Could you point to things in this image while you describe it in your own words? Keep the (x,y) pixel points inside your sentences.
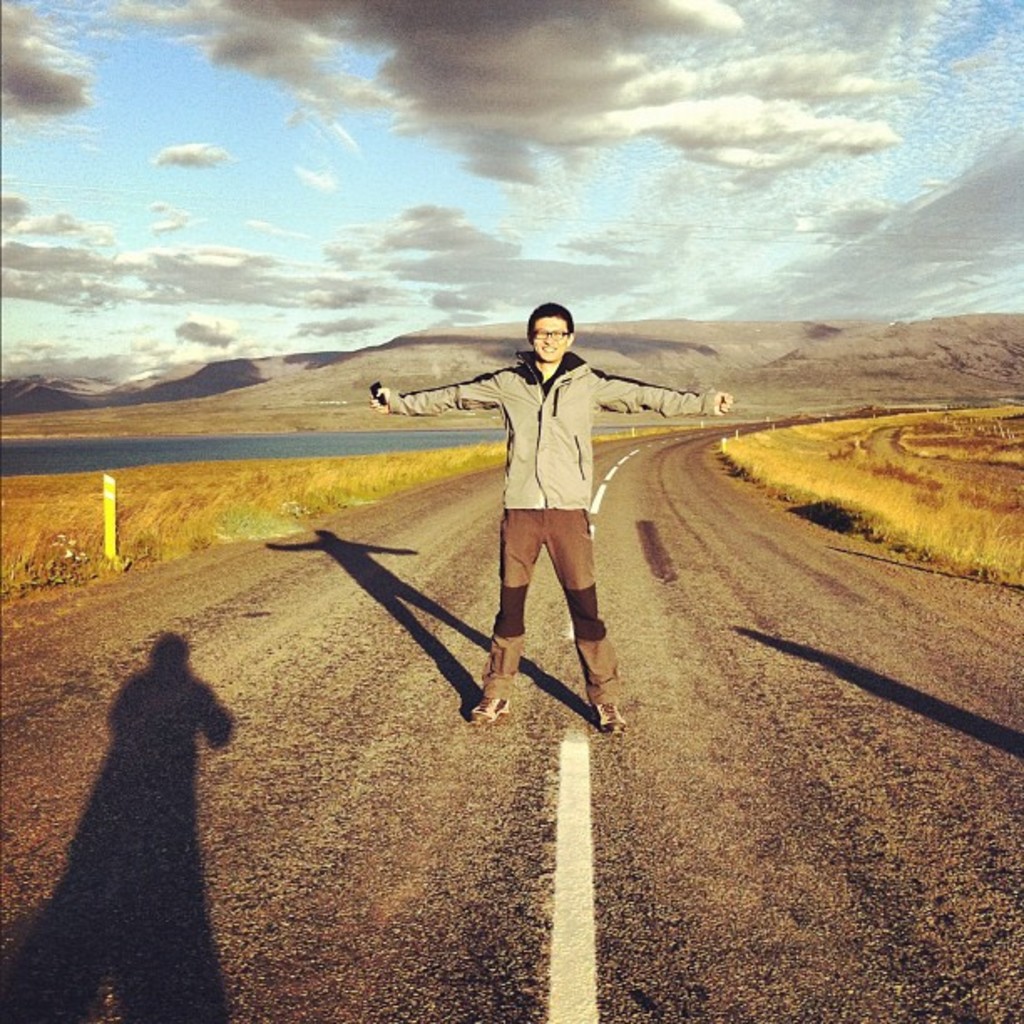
In this picture there is a man (519,571) standing on the road (664,719). We can observe a shadow (135,826) of another person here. On either sides of this road (206,897) there is some dried grass (860,505). We can observe some water (307,440) in the left side (243,449). In the background (276,364) there are hills (639,355) and a sky (480,189) with clouds (305,58).
